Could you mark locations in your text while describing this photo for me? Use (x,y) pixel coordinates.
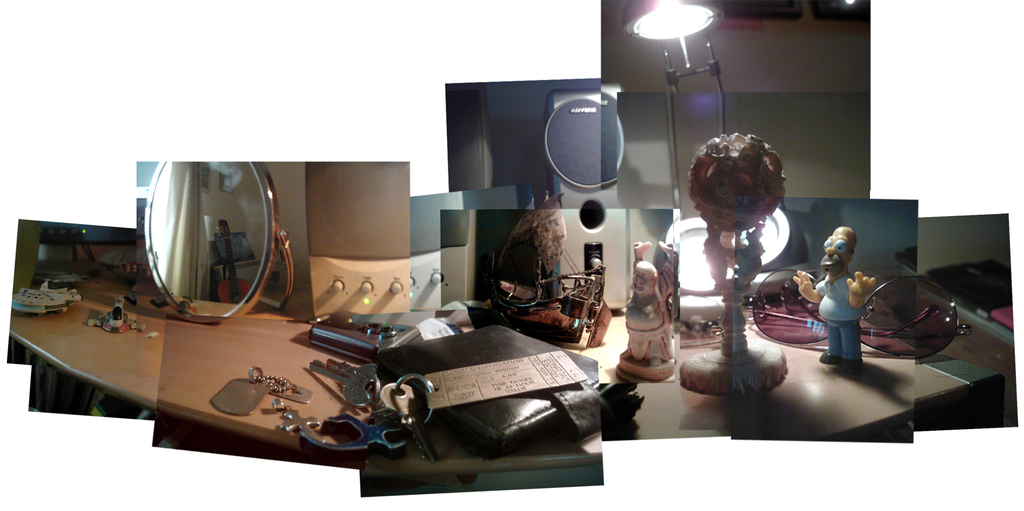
This is a collage image of some pictures where we can see some objects (360,446) on the table (624,328) like, mirror (257,252), wallet (559,412), keys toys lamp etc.
